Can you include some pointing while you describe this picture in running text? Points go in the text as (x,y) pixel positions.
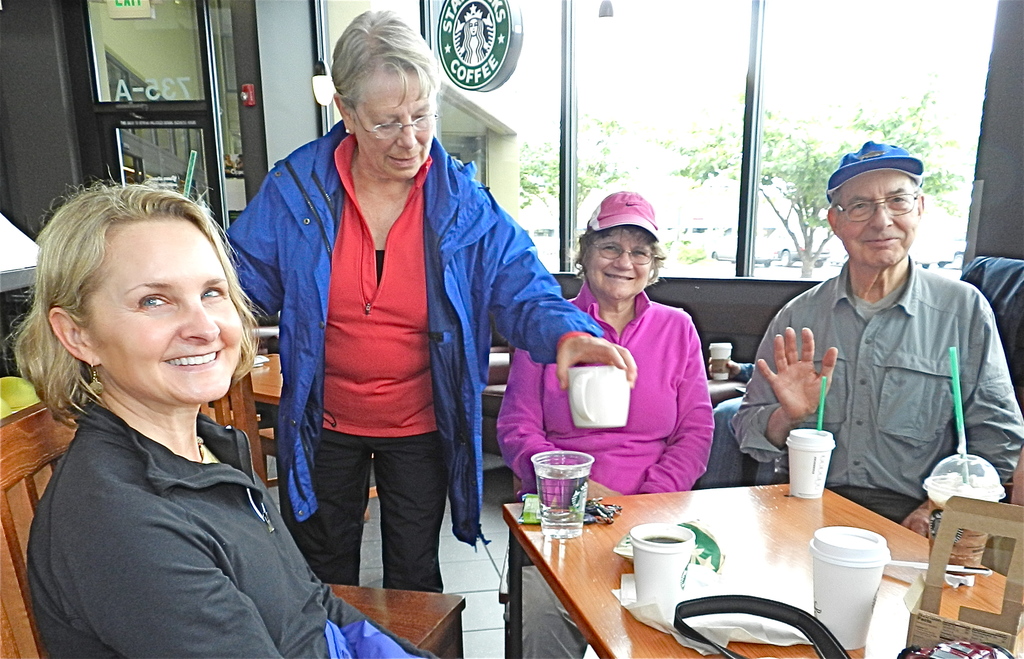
There are group of persons (419,477) sitting and standing. The woman (175,473) at the left side (190,512) is sitting on a chair (29,535) and is smiling. On the table (766,567) there are glass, paper (686,525). In the background (667,136) outside of the window (710,156) there are trees (789,157), building (511,151) and a name board (481,74) inside the window (519,124) as coffee.
